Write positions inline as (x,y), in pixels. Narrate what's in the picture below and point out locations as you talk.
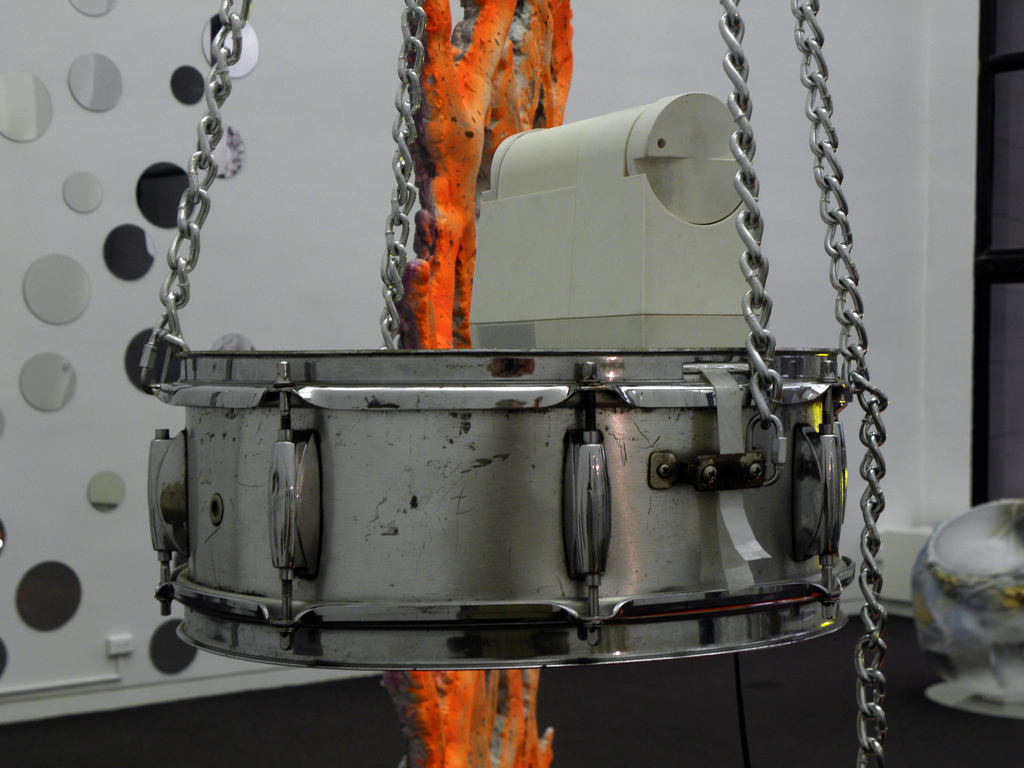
In this image I can see a snare drum like metal object (553,460) hanging through the chains (729,13) and I can see a designed wall (103,353) as the background (90,642). I can see another device (612,222) on this drum (716,431) and I can see a cloth-like structure (492,116) hanging behind the drum (461,590).
